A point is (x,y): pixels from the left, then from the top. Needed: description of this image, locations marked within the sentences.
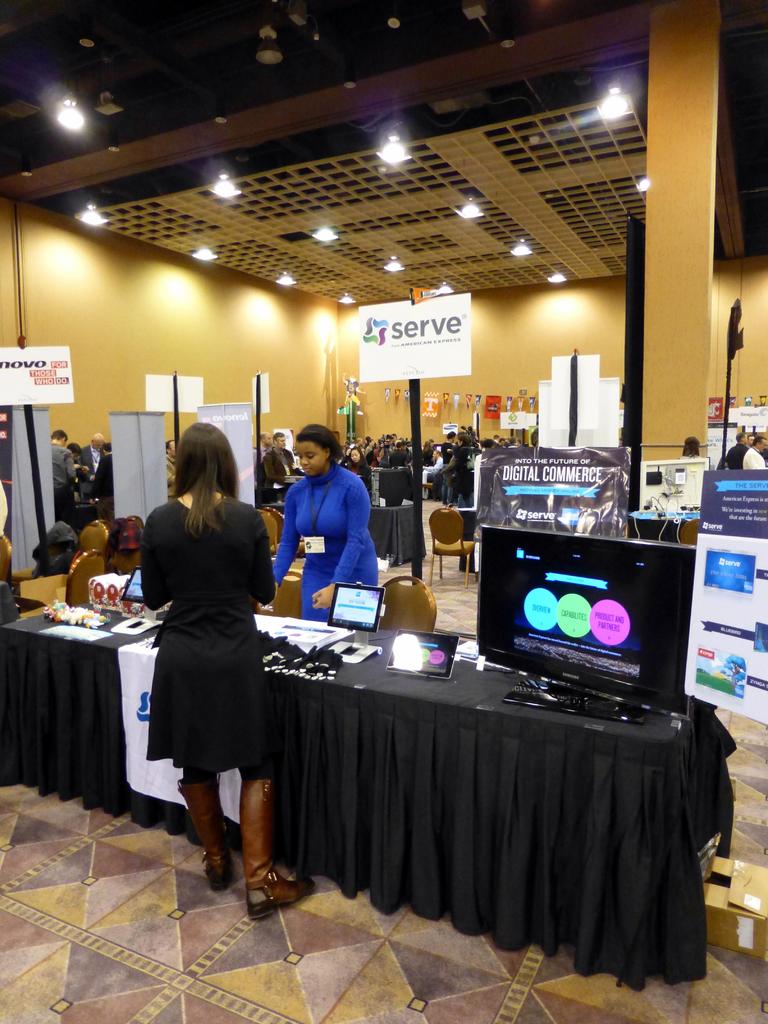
This image there are a group of people (264,557), and there are some tables (364,755). On the table (493,703) there is television (561,612), and some small screens (367,609) and some objects (92,621). And in the background (350,415) there are some boards (43,499), poles (417,441), chairs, and some posters (488,480) and some people (408,447) are standing, and also there are some objects (659,468) and wires (671,530) and some machines (654,478). At the bottom (130,916) there is floor (742,965) and there are some boxes (738,892), at the top (543,166) there is ceiling (378,167) and some lights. And on the right side of the image (659,270) there are pillars (682,374).
